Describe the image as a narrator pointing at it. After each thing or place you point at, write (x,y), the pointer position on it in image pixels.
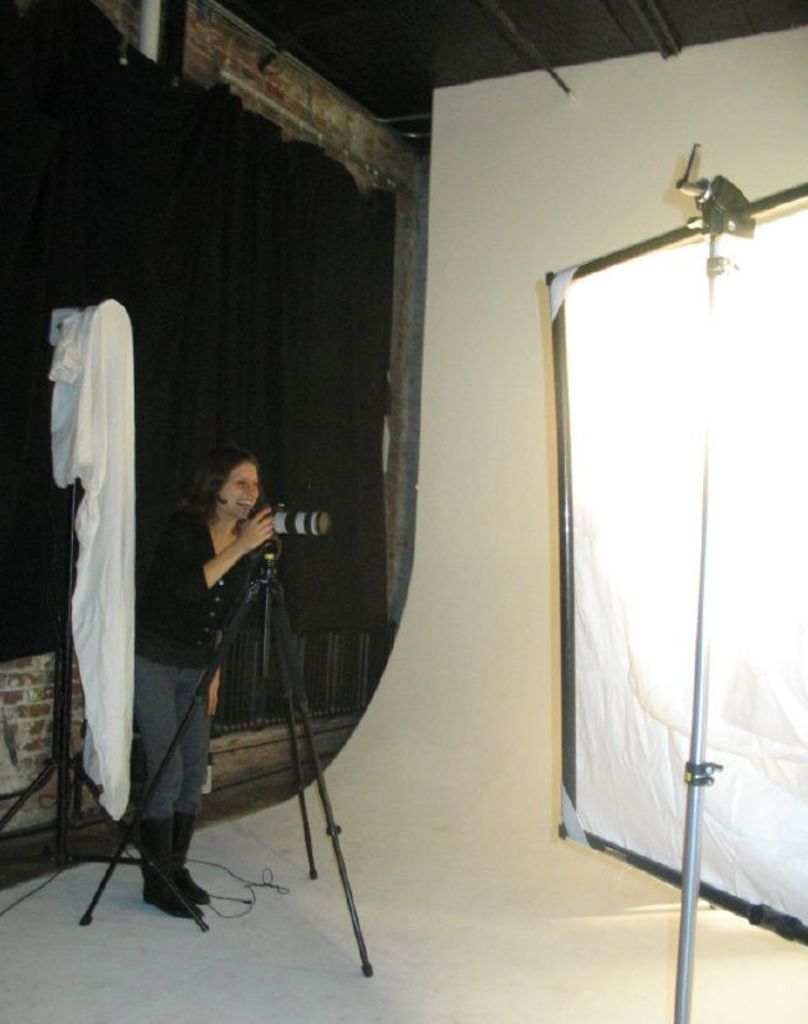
There is one person (194,600) standing on the left side of this image (214,611) is holding a camera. There is one white color cloth (100,513) is on the left side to this person (232,591). There is a black color curtain (214,308) on the left side of this image (186,331) and there is a white color curtain (577,428) on the right side of this image (573,442).
